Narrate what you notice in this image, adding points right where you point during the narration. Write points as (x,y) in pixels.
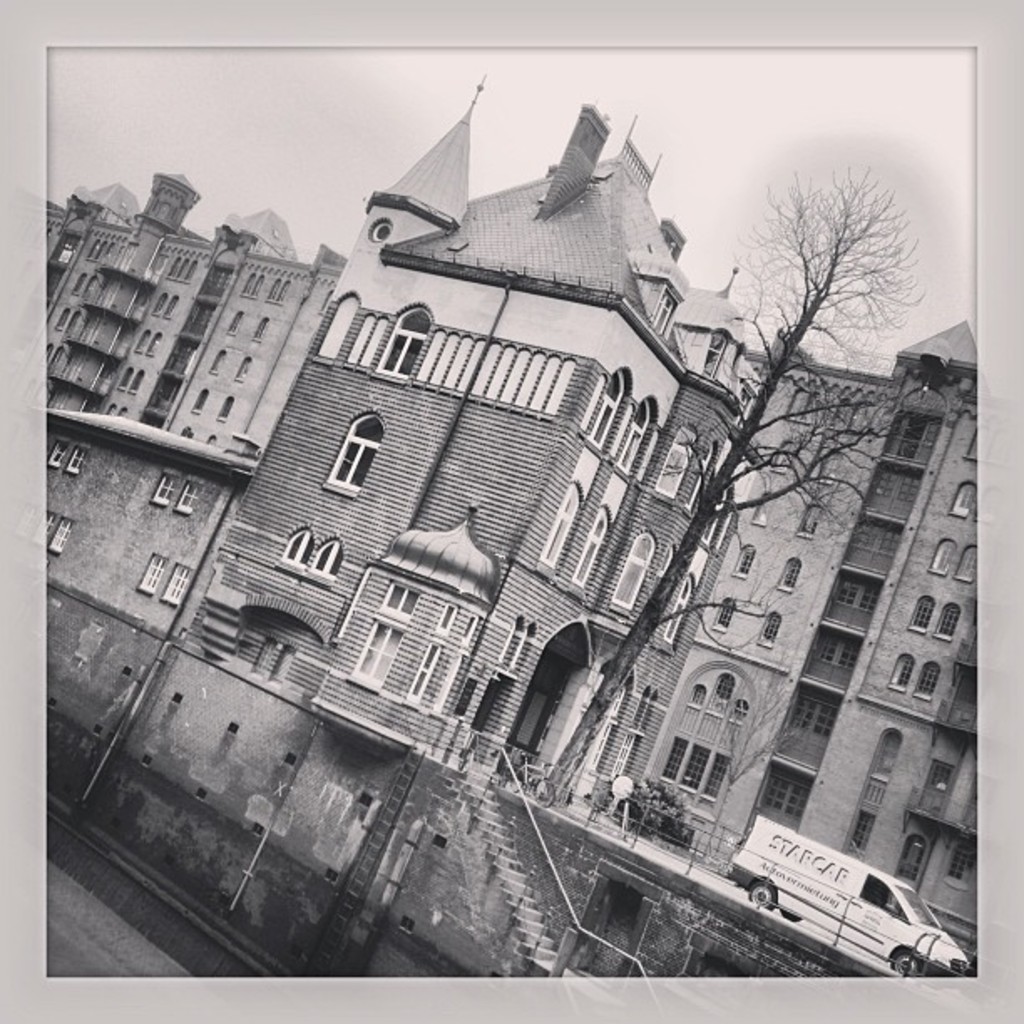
In this image I can see few buildings (799,532), number of windows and in the front of these buildings (765,555) I can see a tree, few plants (674,792) and a vehicle (773,825). I can also see something is written on the vehicle (787,900) and on the bottom side of this image (529,804) I can see stairs (470,770) and railing (643,964).
